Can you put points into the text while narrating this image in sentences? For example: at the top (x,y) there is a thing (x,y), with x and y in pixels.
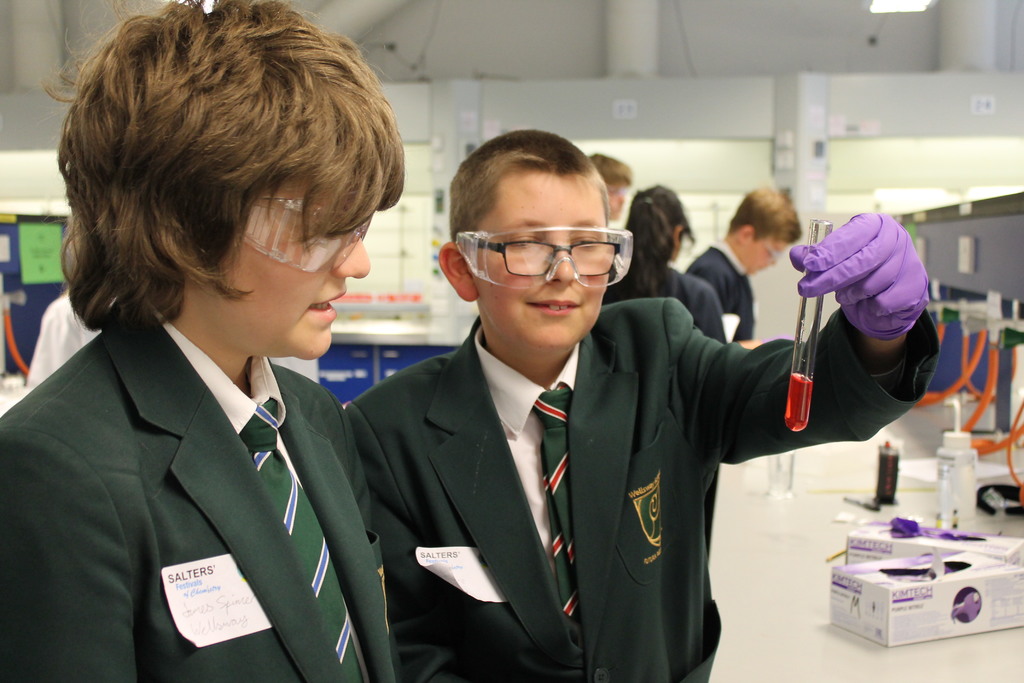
This is a laboratory (385,340). On the left (231,343) there are two boys (462,466) and they have goggles (291,265) to their eyes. On the right (880,617) there are boxes (896,617), pipes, bottles (893,463) on a table (812,668). In the background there are few persons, wall (680,50), light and some other objects (943,373).
